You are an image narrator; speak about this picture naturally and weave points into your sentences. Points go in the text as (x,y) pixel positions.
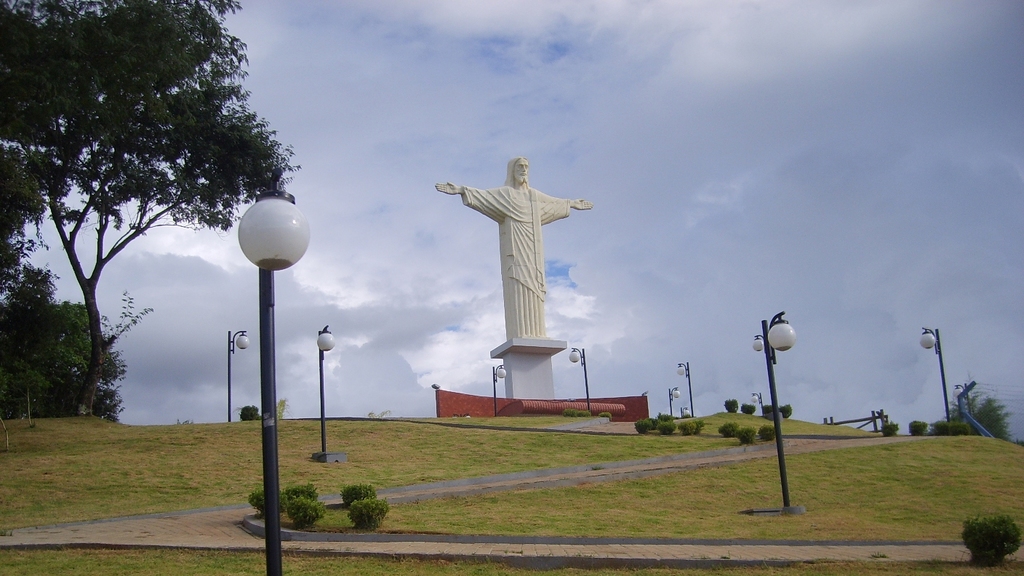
In this picture we can see few poles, lights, shrubs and a statue (512,301), in the background (206,343) we can see few trees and clouds (392,308).
